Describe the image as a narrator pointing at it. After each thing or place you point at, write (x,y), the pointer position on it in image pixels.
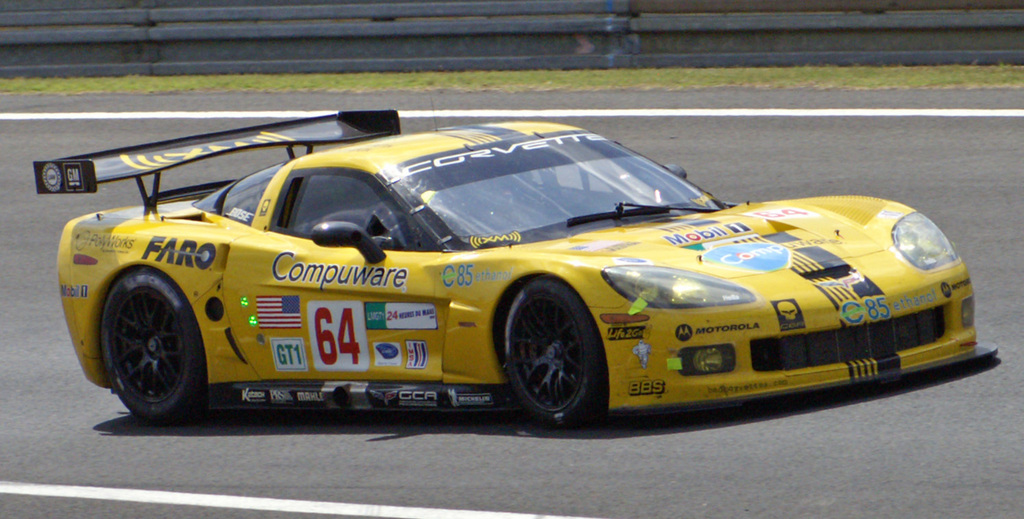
In this picture I can see a vehicle (682,402) on the road (737,426).
